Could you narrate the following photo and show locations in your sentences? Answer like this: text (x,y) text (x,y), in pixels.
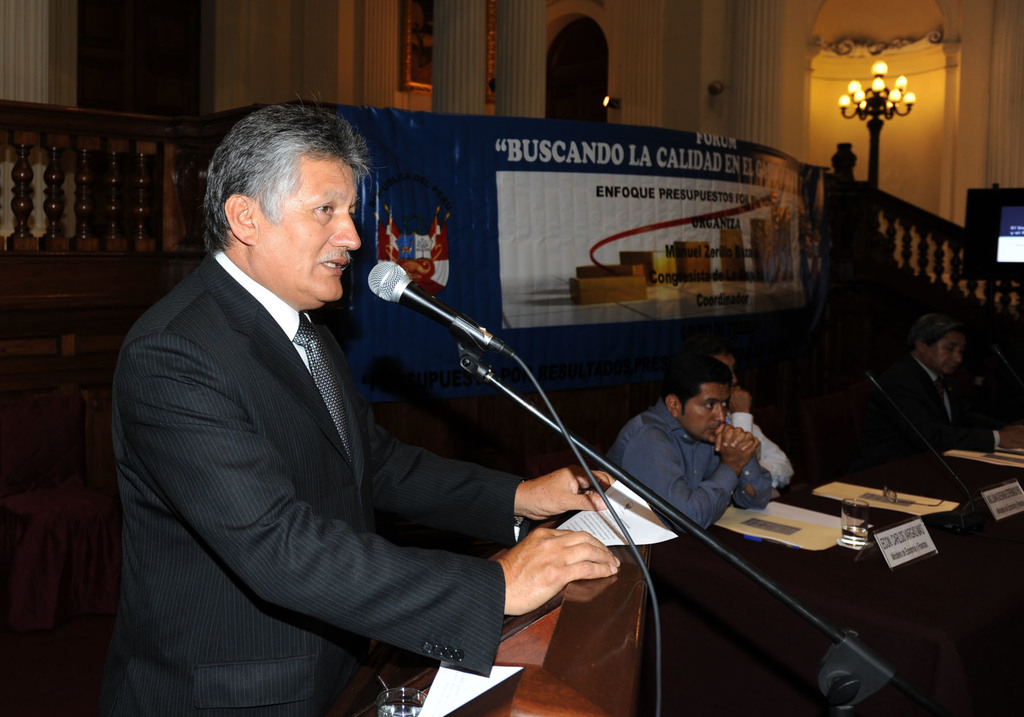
As we can see in the image there is a wall (837,139), light (882,70), banner (371,336), few people (707,483) sitting on chairs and a table (990,581). On table (987,564) there are glasses (858,539). The man (330,267) standing over here is holding a paper (572,525) and talking on mic (377,289).
